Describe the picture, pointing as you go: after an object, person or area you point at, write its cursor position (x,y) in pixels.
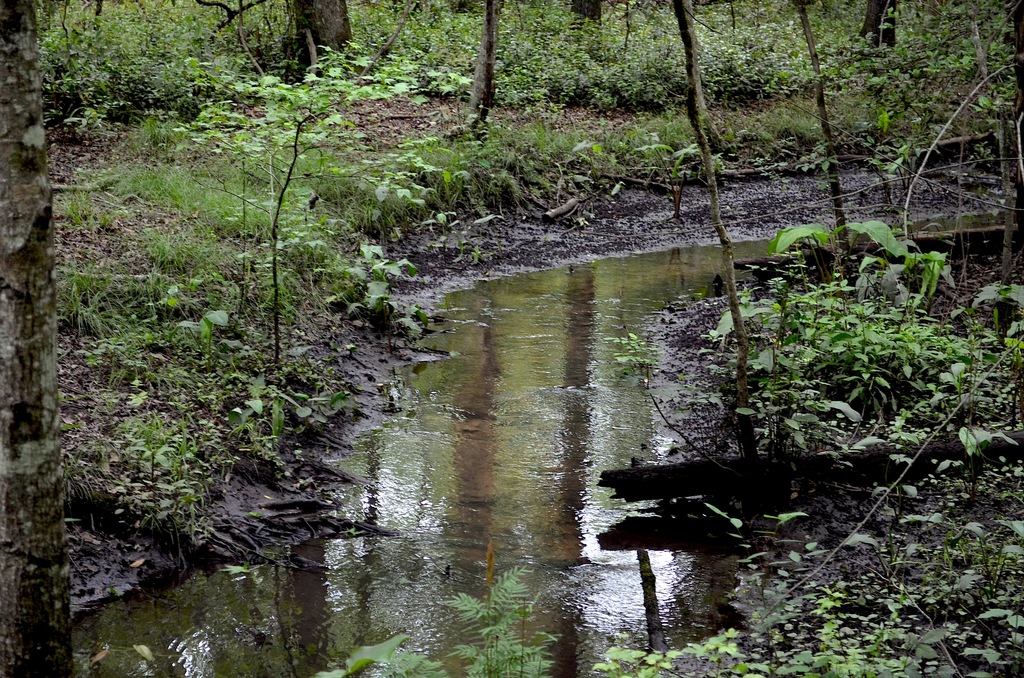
In this image I can see water (701,274), plants (911,92) and branches (842,249).
